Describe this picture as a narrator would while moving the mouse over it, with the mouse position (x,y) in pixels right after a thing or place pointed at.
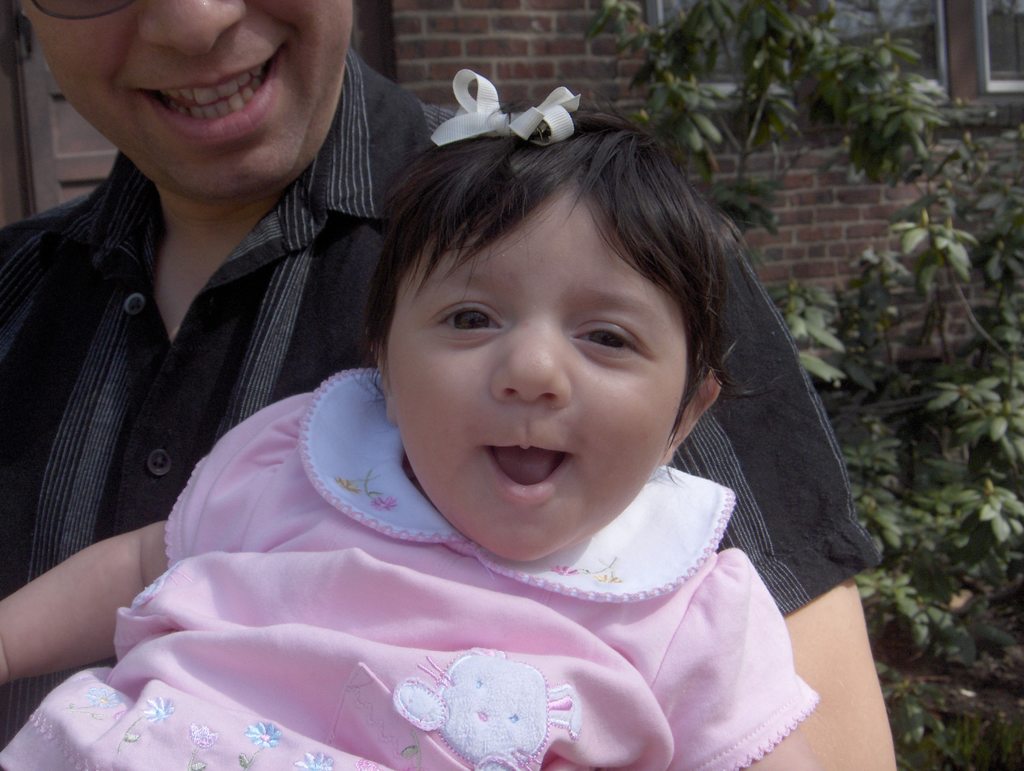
In the image there is a person (126,352) holding a baby (530,558) and the baby (539,464) is smiling. Behind the person (72,341) there are few plants (924,563) and there is a wall (831,168) and windows (918,41) behind the plants (746,179).
